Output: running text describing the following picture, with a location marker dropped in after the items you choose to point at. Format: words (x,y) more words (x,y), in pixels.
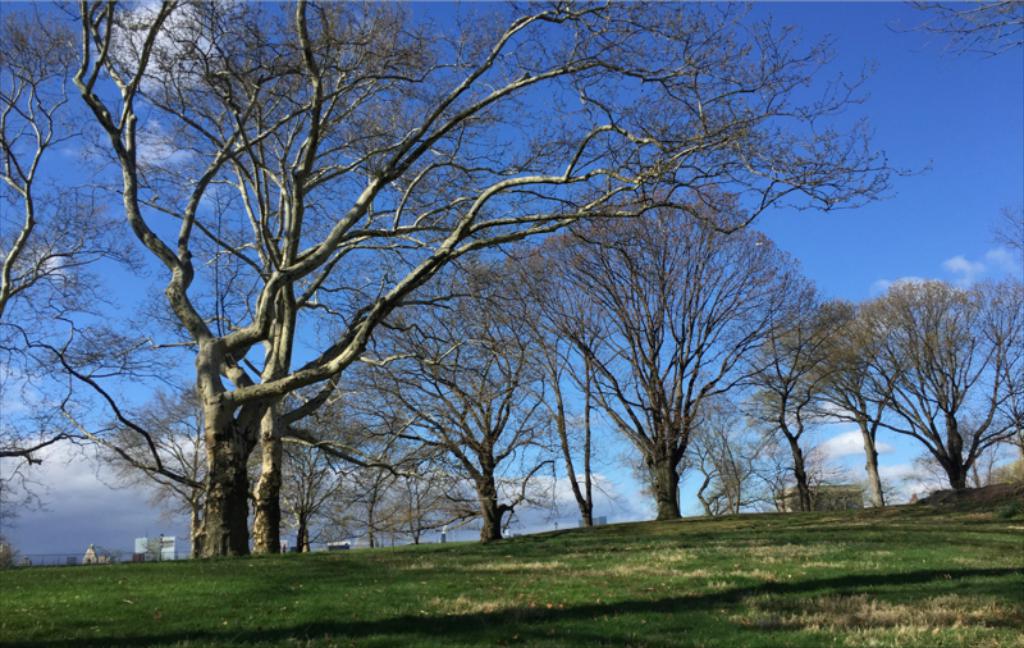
In this image, there are a few trees (203,491), buildings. We can see the fence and the ground (315,614) with grass (334,563) and some objects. We can also see the sky (371,296) with clouds (96,505).
